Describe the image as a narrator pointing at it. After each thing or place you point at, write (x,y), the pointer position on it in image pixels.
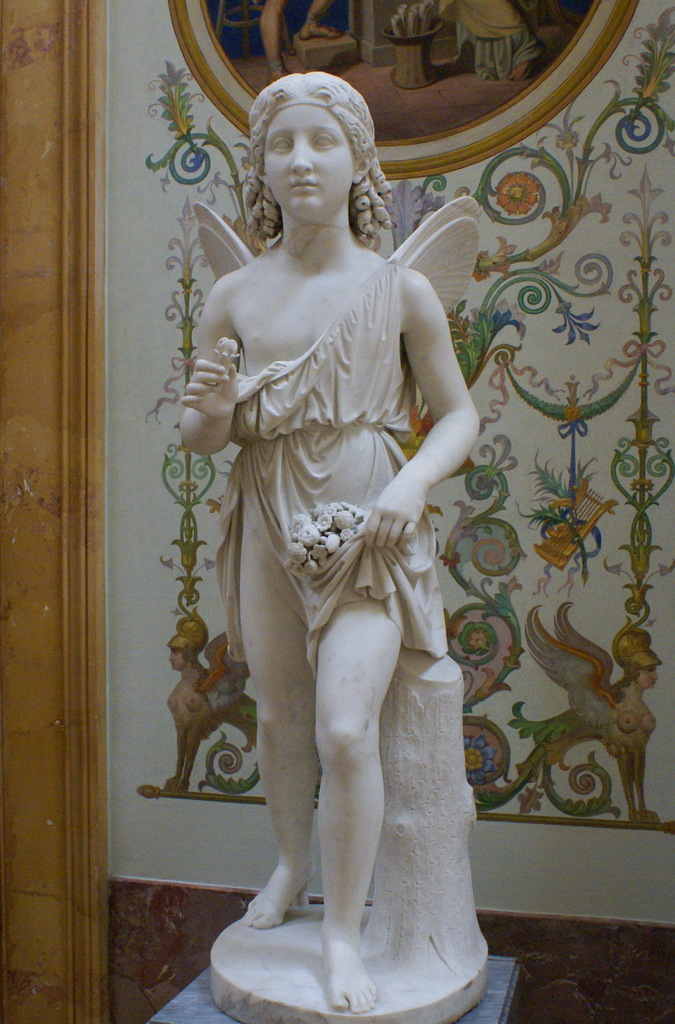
In this picture we can see the sculpture (292,610) of a person (267,473) and behind the sculpture (314,597) there is a wall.
